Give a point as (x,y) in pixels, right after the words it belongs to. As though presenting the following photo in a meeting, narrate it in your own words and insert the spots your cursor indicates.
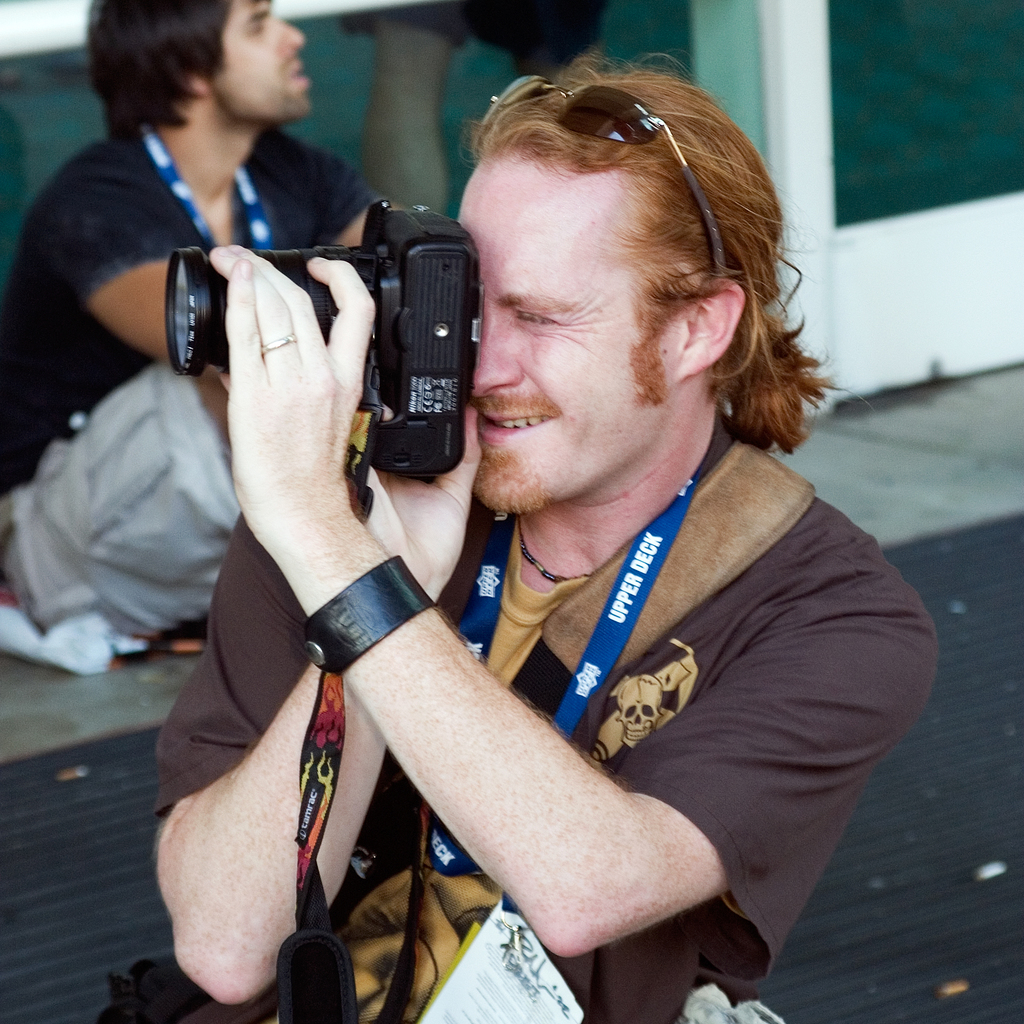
In this image in the middle (602,573) there is a man (600,601) he wears t shirt (622,728) and tag (591,657). He is holding a camera (407,406). In the background (187,202) there is a man (140,447) he wears t shirt (103,331) and trouser (162,499).
